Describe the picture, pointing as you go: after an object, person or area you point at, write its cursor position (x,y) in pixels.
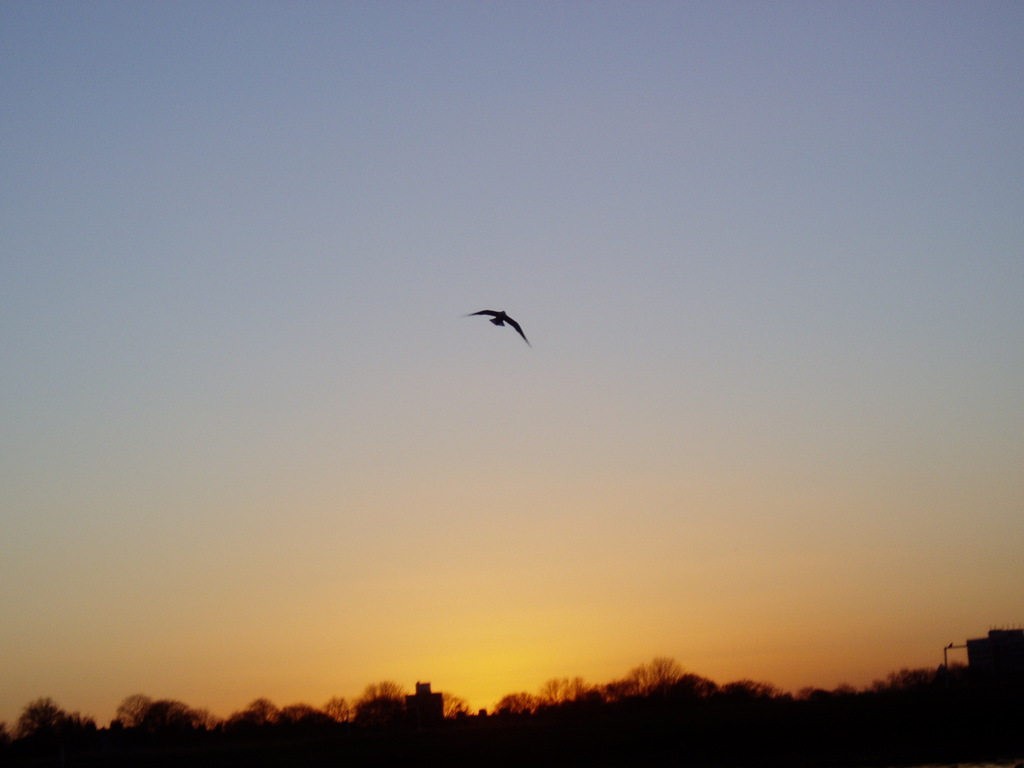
In this picture there are trees (448,704) and buildings (1006,651) at the bottom side of the image (485,722) and there is a bird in the sky (500,297), in the center of the image (505,319).
